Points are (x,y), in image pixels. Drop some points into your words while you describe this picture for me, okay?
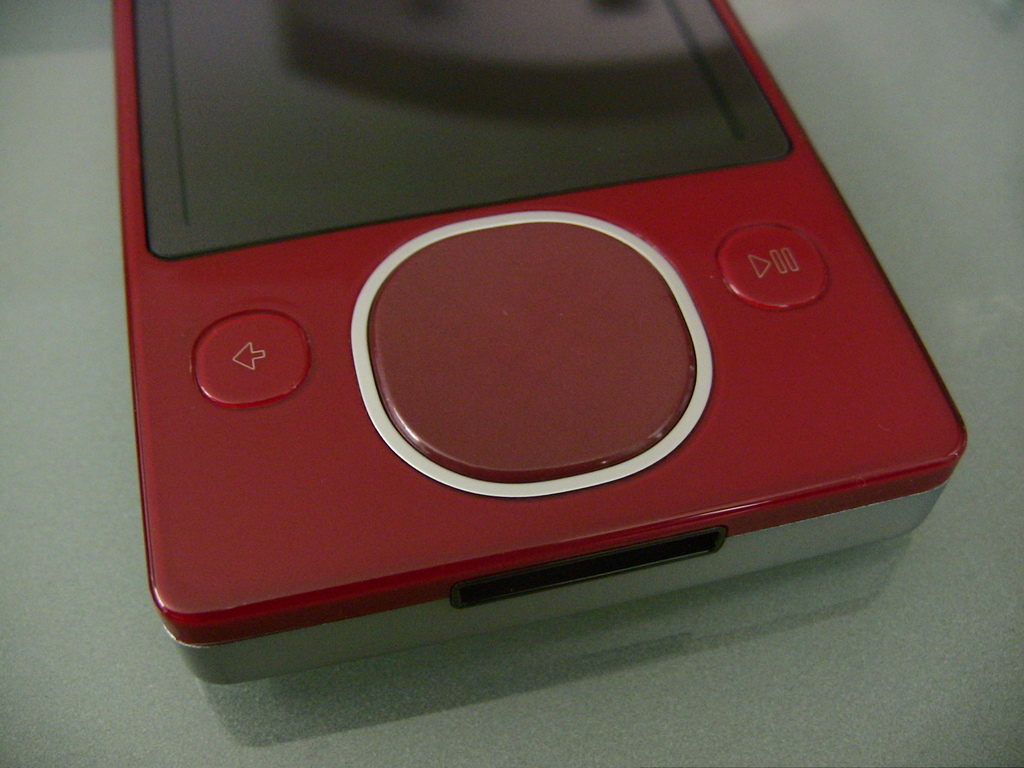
The picture consists of an MP3 player (713,277). The MP3 player (423,343) is in red color, it is placed on a grey surface (984,519).
